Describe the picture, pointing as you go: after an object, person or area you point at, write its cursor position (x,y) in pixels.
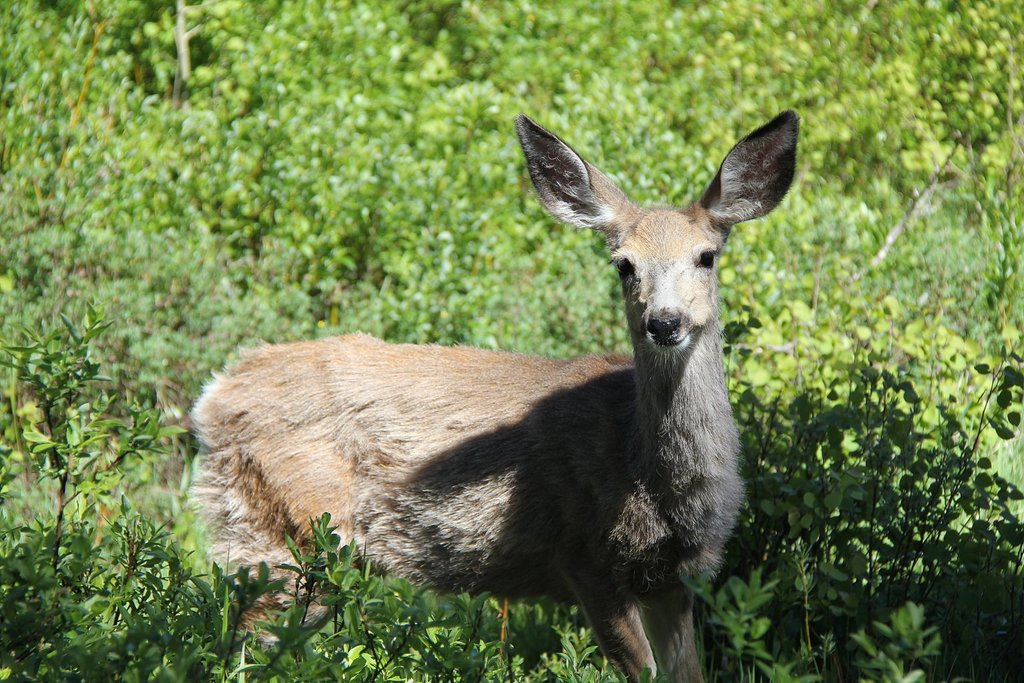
As we can see in the image there is a deer (695,376) and there are plants (377,131).
